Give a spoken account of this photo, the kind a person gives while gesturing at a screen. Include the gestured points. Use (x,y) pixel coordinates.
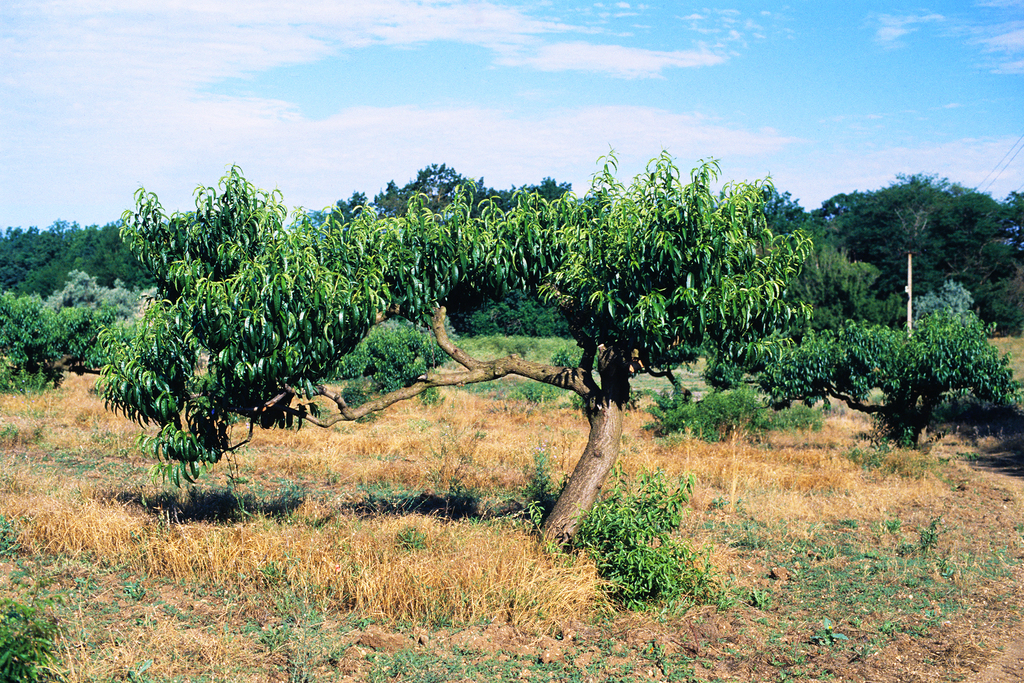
In this image, we can see some trees (491,261). There is a grass (383,581) and some plants (676,419) on the ground (695,604). There is a sky (486,77) at the top of the image (453,69).
